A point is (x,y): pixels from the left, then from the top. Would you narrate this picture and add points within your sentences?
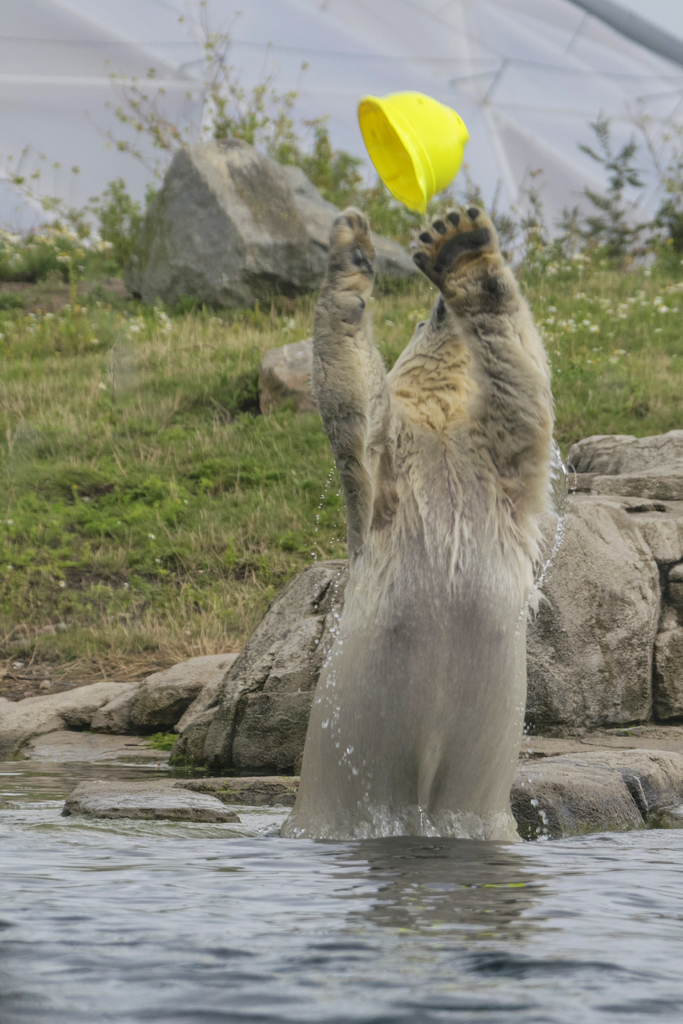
In this image we can see an animal (422,506) playing with an object (403,131). And the animal (382,670) is in the water (309,914). Near to that there are rocks (568,577). In the back (155,480) there is grass (183,399) and rocks (218,222) on the ground (557,299). In the background (294,25) it is white.
